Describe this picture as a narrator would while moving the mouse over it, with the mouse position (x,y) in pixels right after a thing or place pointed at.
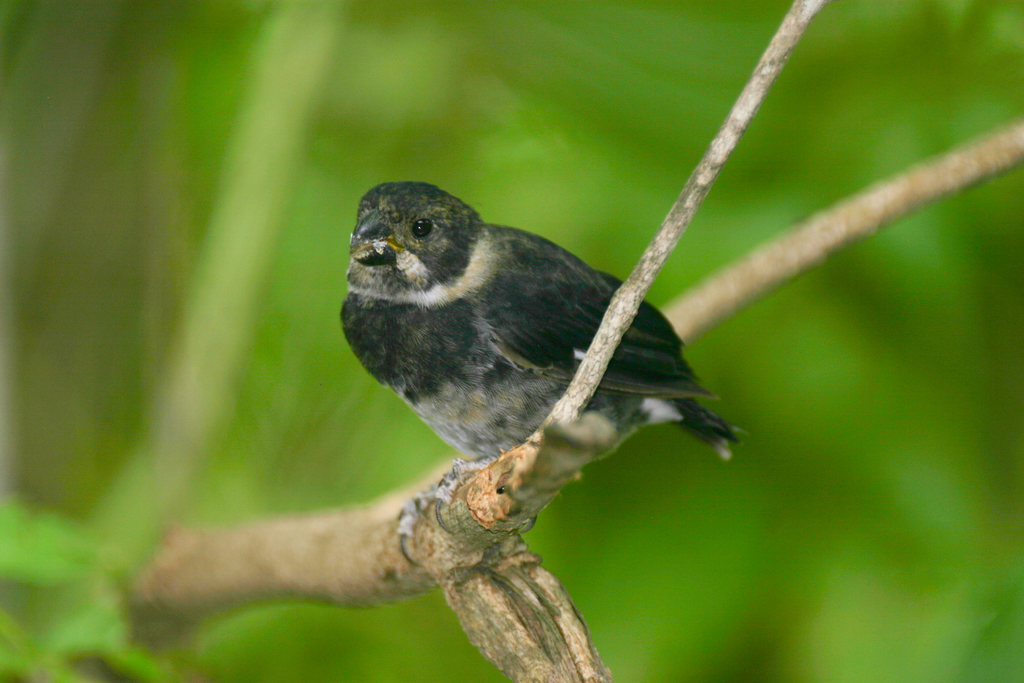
In this image I can see the bird (560,335) on the branch (600,364). The bird (554,373) is in black and white color and the background (726,348) is in green color.
